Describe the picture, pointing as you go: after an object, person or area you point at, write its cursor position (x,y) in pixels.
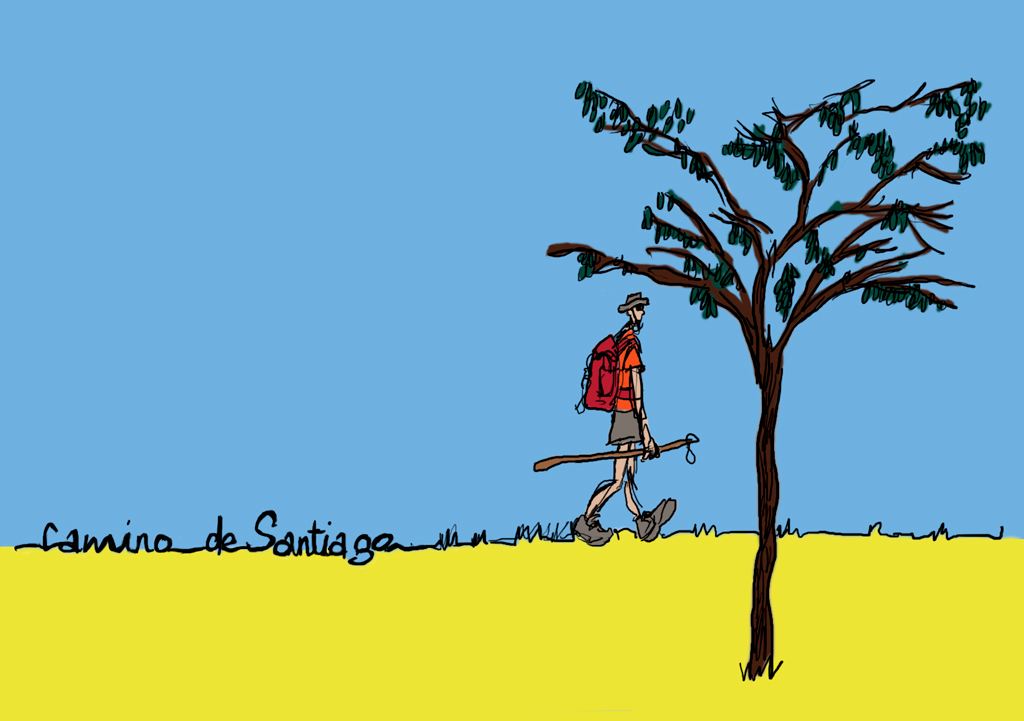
This is a cartoon image where we can see a person (637,391) is walking on the grass (302,582) by holding a stick (671,444) in the hand (651,438) and carrying a bag (591,392) on the shoulders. On the right side (692,256) we can see a tree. There is a text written on the image. In the background (214,353) we can see the sky (214,353).
